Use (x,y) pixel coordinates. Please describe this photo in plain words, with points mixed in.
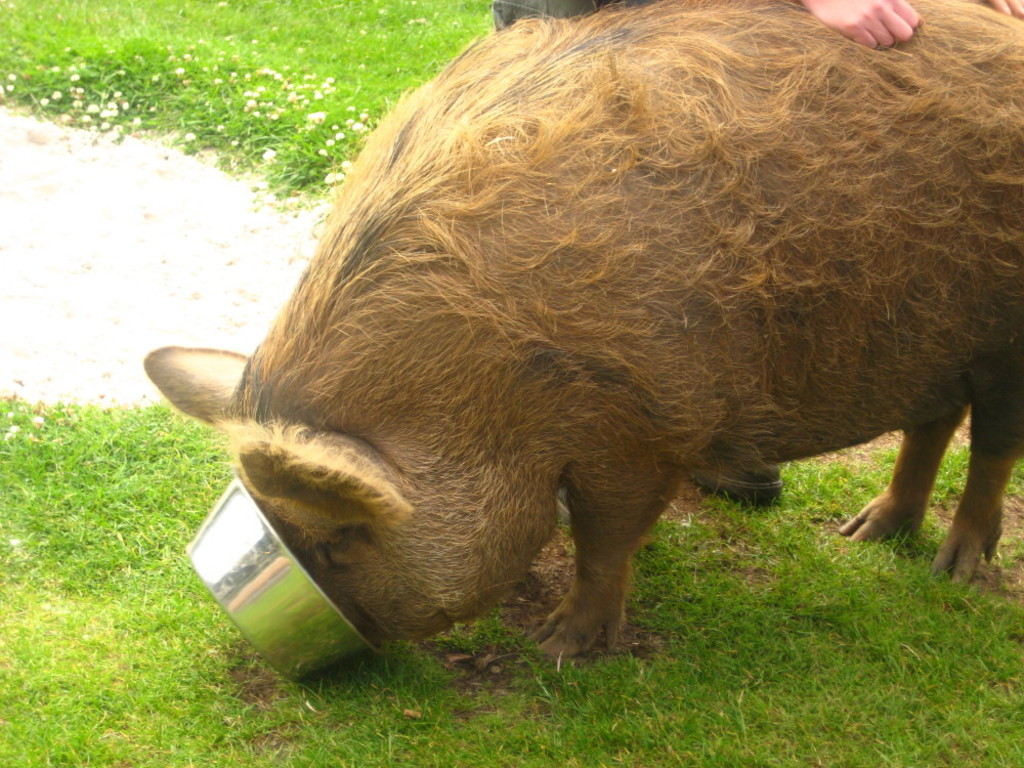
In this image in the center (588,300) there is an animal (642,298) and there's grass (729,654) on the ground (708,660). In the background (541,2) there is person (563,8) standing and touching the animal (822,51).
